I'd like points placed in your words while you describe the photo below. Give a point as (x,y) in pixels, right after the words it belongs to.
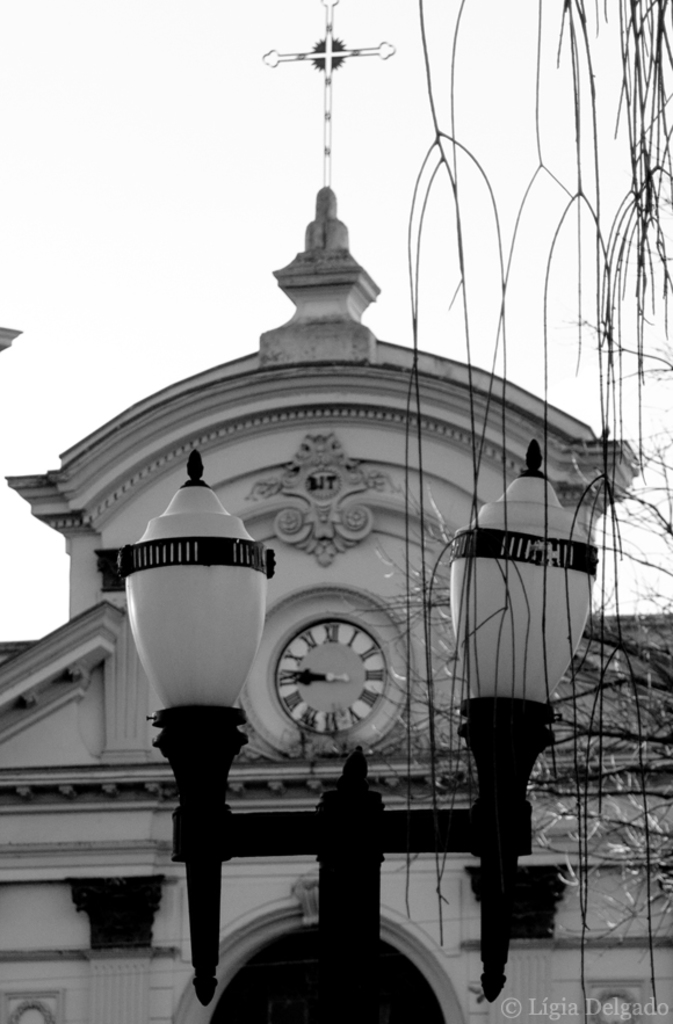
In this picture we can see a pole (341,853) with lights (265,559) and behind the pole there is a building (325,386) and on the building (331,379) there is a holy cross symbol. Behind the building (304,334) there is a sky (91,211).
